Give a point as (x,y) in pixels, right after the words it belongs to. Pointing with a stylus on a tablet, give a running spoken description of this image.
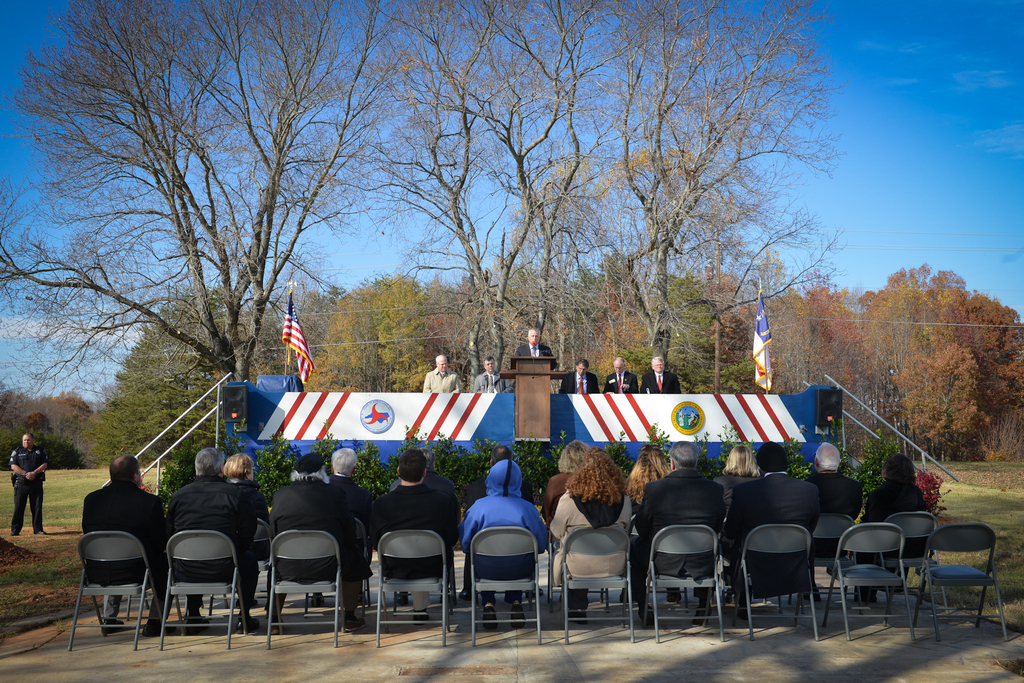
In this image there are a few people (498,380) sitting and one is standing in front of the stage (660,423) and there is a mic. On the left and right side of the stage (287,389) there are flags (765,361) and stairs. In front of the stage (475,434) there are plants (275,450) and a few people (502,519) are sitting on their chairs (304,589), on the left side of the image (43,502) there is a person (28,477) standing. In the background (417,322) there are trees (507,322) and the sky (929,195).
